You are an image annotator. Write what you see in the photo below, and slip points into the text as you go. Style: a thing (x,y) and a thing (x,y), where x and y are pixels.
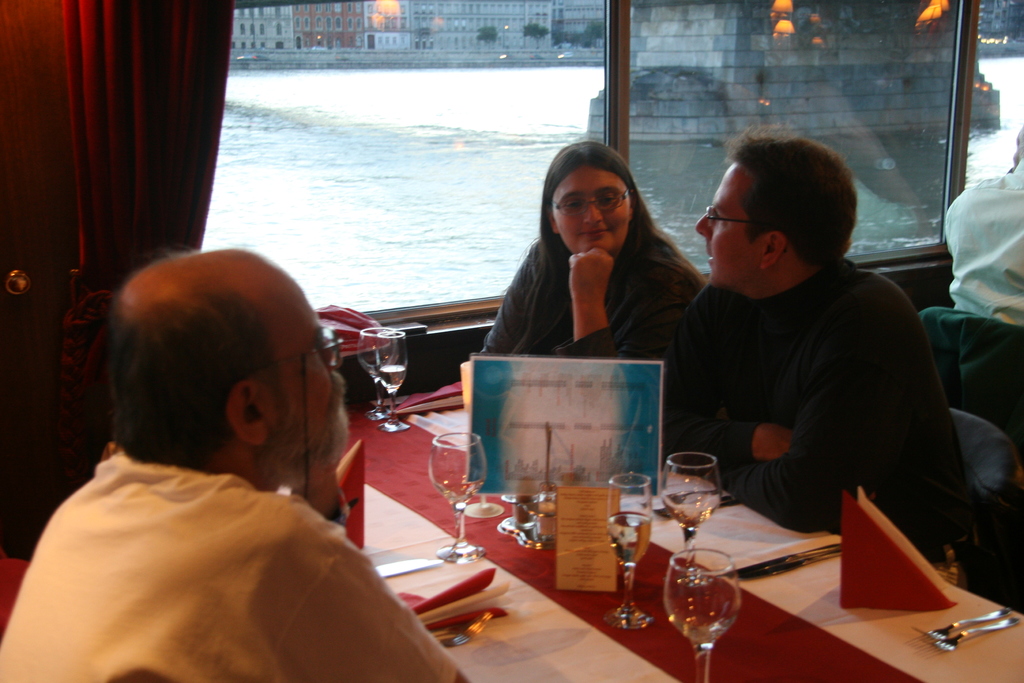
This picture is clicked in the restaurant (393,507) where the persons (319,547) are sitting on a chair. In the center (411,410) on the table (571,597) there are glasses (609,511), tissues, fork (934,632), spoon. In the background (166,95) there is a curtain (174,134) which is red in colour, buildings (374,44) and water (413,159).
